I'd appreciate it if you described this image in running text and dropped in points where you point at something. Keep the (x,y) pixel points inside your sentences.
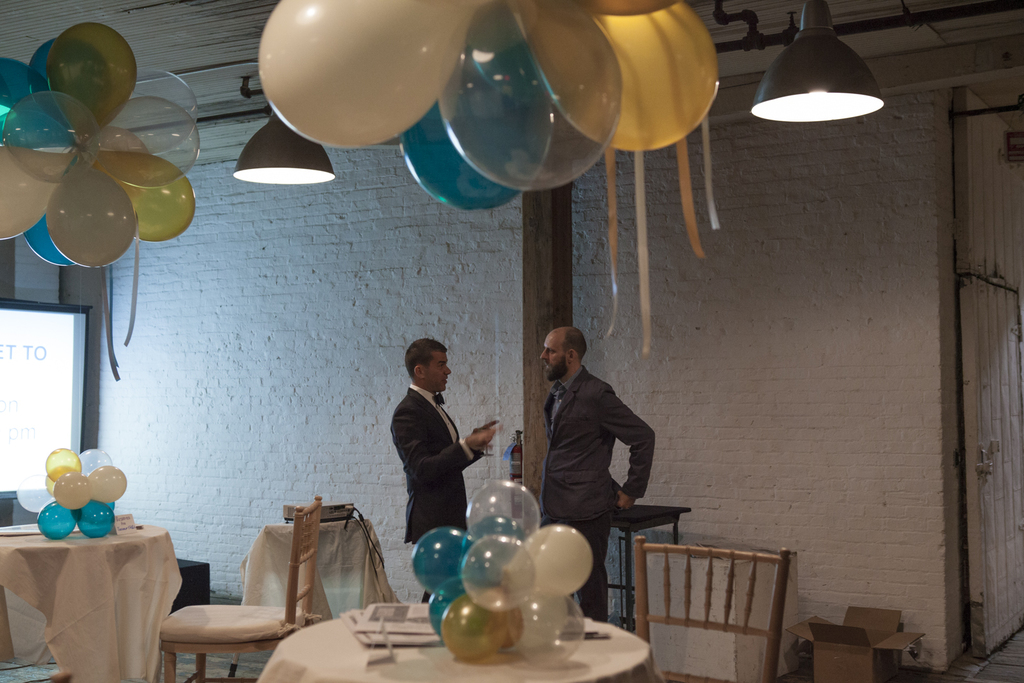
In the image we can see there are two people (599,444) who are standing and on table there are balloons (107,504).
